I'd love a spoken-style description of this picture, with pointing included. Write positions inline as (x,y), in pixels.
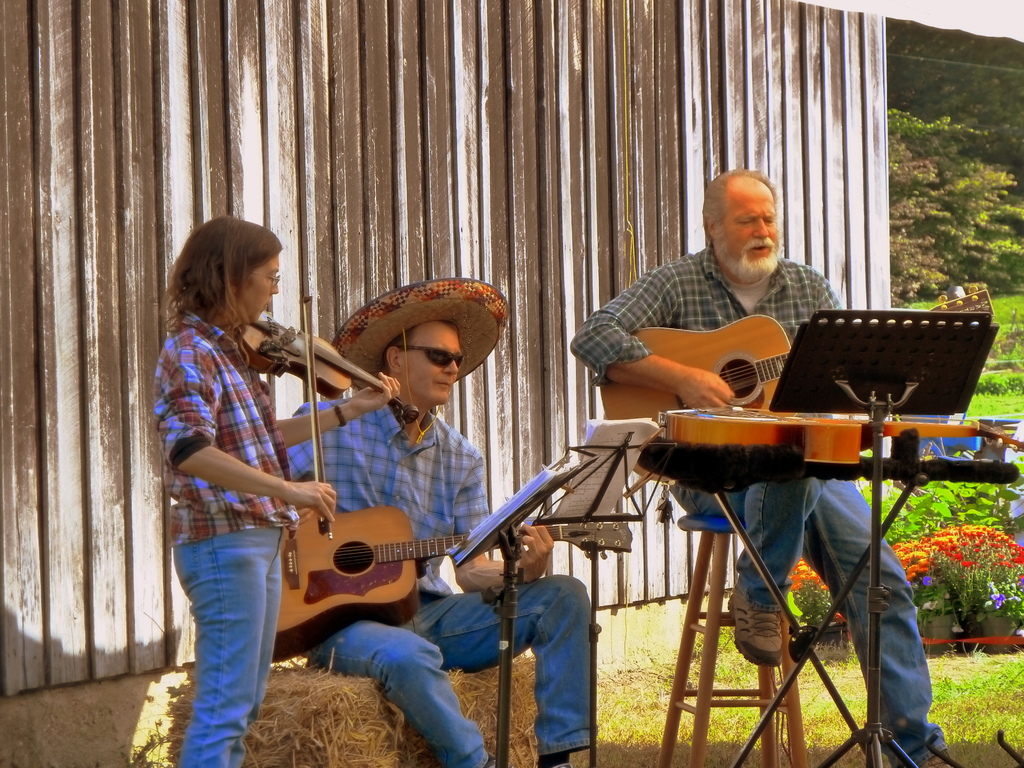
In this image there are two man (453,340) and a woman (233,432), the man (390,466) are holding the guitar (633,391) and playing, the woman (267,417) is playing the musical instrument (311,326), at the background (934,157) i can see a shed (500,89) and a tree (892,81).
